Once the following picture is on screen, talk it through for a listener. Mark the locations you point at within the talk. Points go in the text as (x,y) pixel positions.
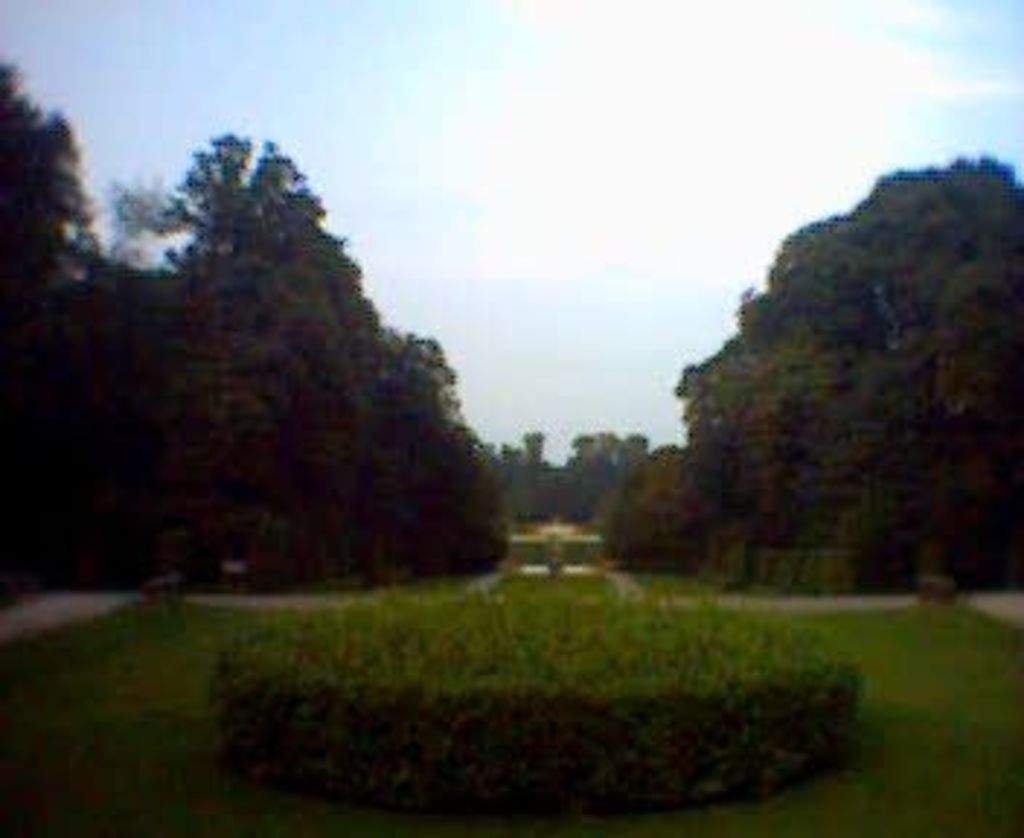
It looks like a blurred image. We can see there are plants (446,707), grass (857,662), trees (232,453) and the sky (600,211).
